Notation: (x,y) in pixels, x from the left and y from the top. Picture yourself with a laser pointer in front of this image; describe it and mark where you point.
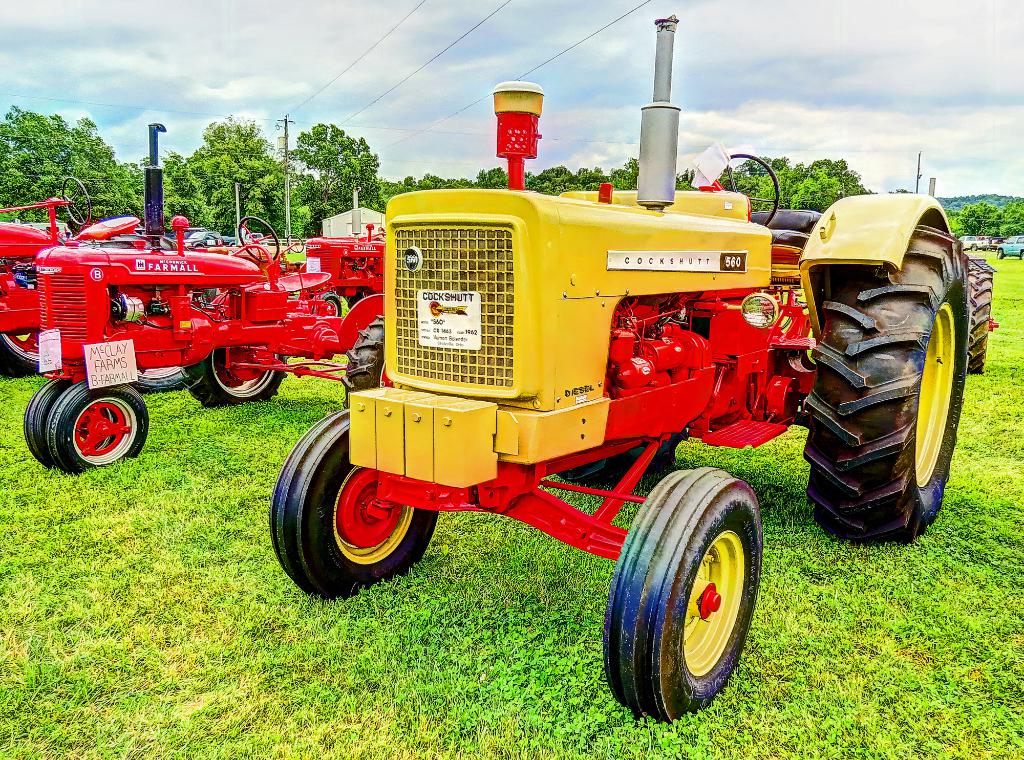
In this image we can many vehicles (530,231). There are many trees (279,174) in the image. There is a grassy land (369,650) in the image. We can see an electrical pole (280,146) and cables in the image.
